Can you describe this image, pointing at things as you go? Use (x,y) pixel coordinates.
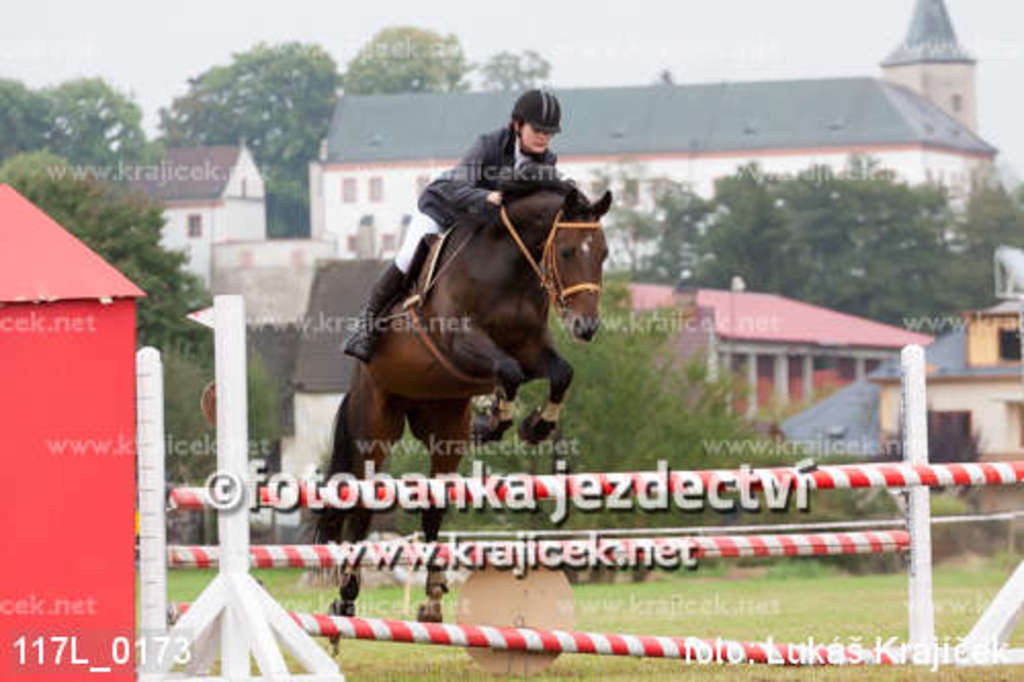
In this image in the front (698,545) there is a hurdle (533,544) and there is a person (481,191) riding a horse (483,308). In the background (302,202) there are trees (762,219), houses (803,382) and there's grass (633,589) on the ground (707,620). In the front (62,411) on the left side (54,405) there is an object (54,407) which is red in colour and there is some text (406,490) written on the image and the sky (631,42) is cloudy.
